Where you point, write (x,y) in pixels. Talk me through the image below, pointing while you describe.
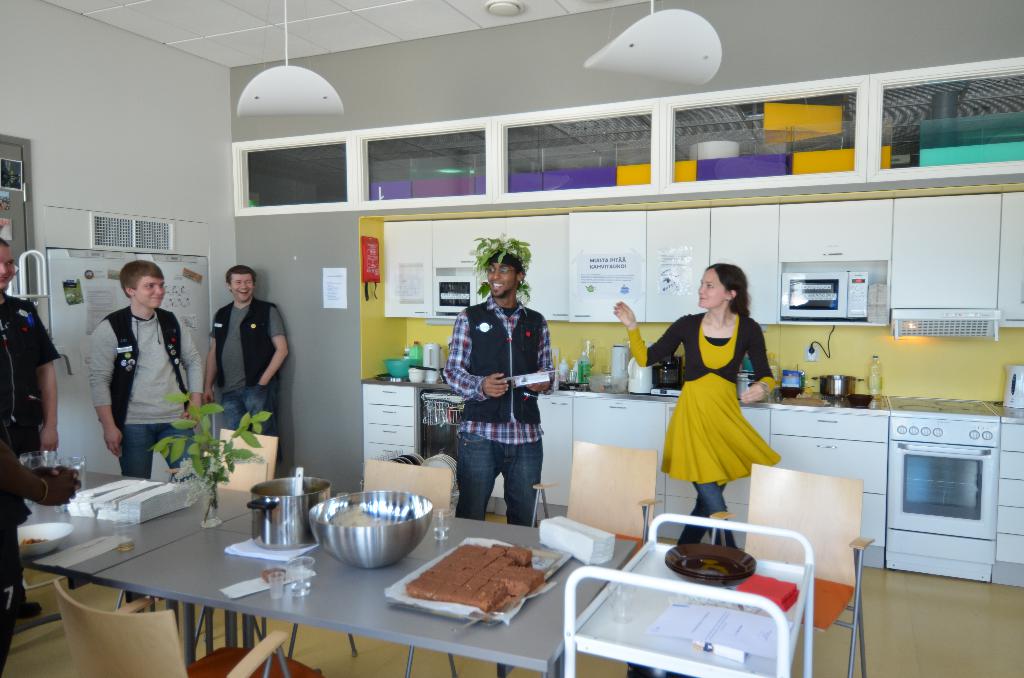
In this image we can see a group of persons (127,382) are standing and smiling, and in front (415,510) here is the table (426,555) and vessels (398,530) and food items (442,565) and flower pot (195,469) and some objects (110,484) on it, and here is the table (616,571) and papers (750,627) on it, and here is the wall (131,106).
